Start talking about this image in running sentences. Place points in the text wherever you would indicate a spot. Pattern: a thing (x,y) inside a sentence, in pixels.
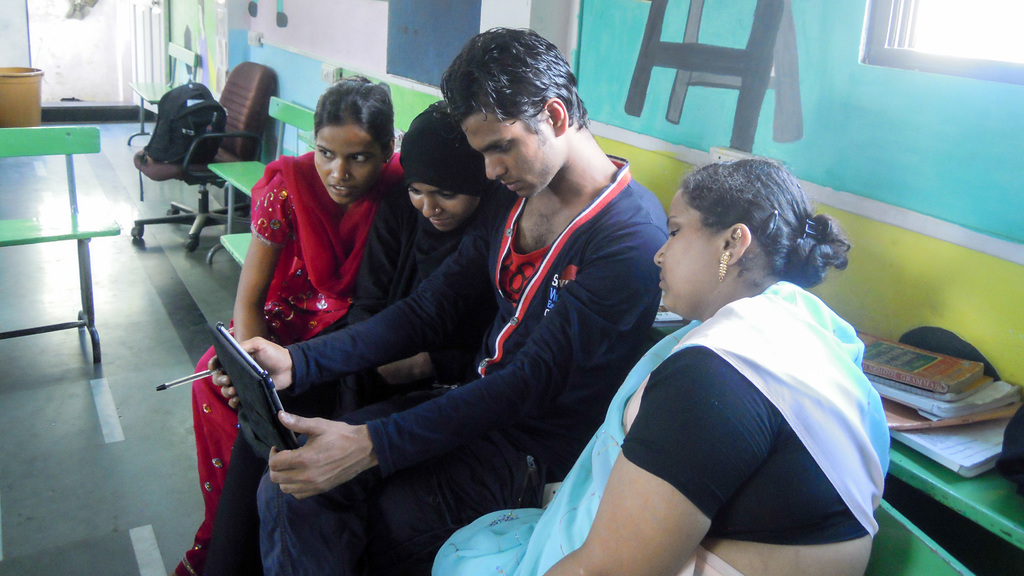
In this image, we can see four people (626,416) are sitting on the bench (903,557). Here a person (568,334) is holding an iPad (240,386) and pen (206,378). Background (670,119) we can see paintings (645,94) on the wall (859,178). Here we can see chair (248,132), backpack (182,122), bucket (23,102), few books (995,439), door (144,63) and floor (105,193).
